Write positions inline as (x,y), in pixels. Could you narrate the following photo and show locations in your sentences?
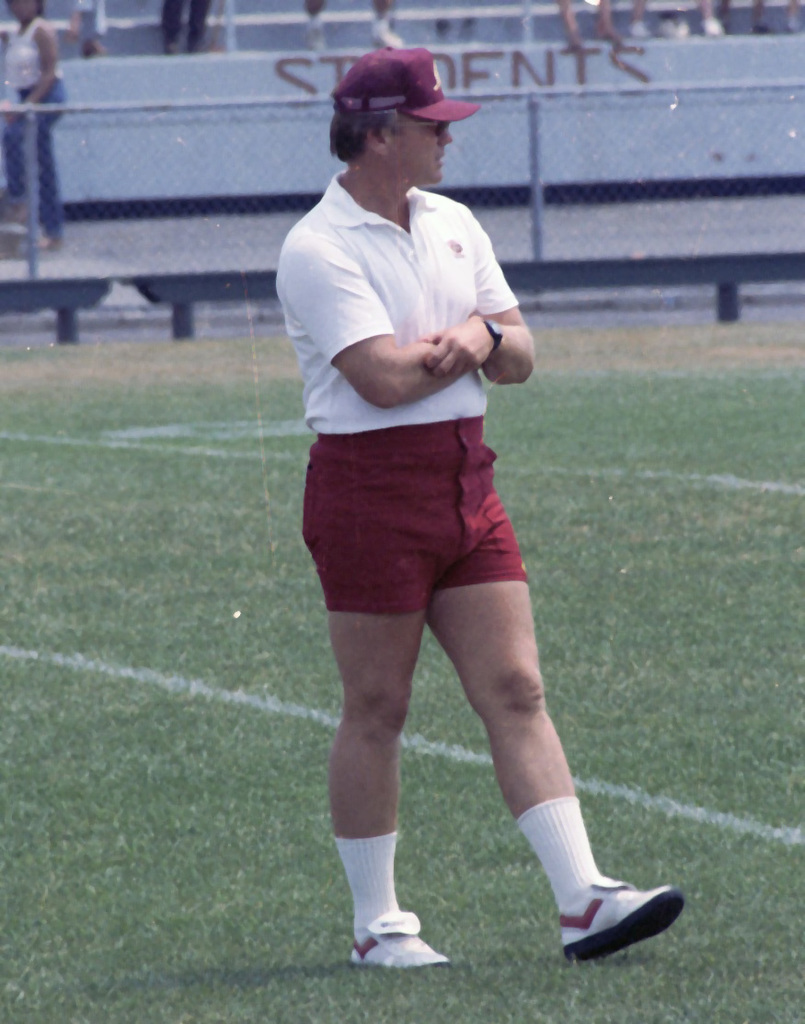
In the image there is a man (363,632) walking on the ground (173,487) and behind the ground (13,473) there is a fence (168,180) and behind the fence (27,111) there are few people (27,74).
